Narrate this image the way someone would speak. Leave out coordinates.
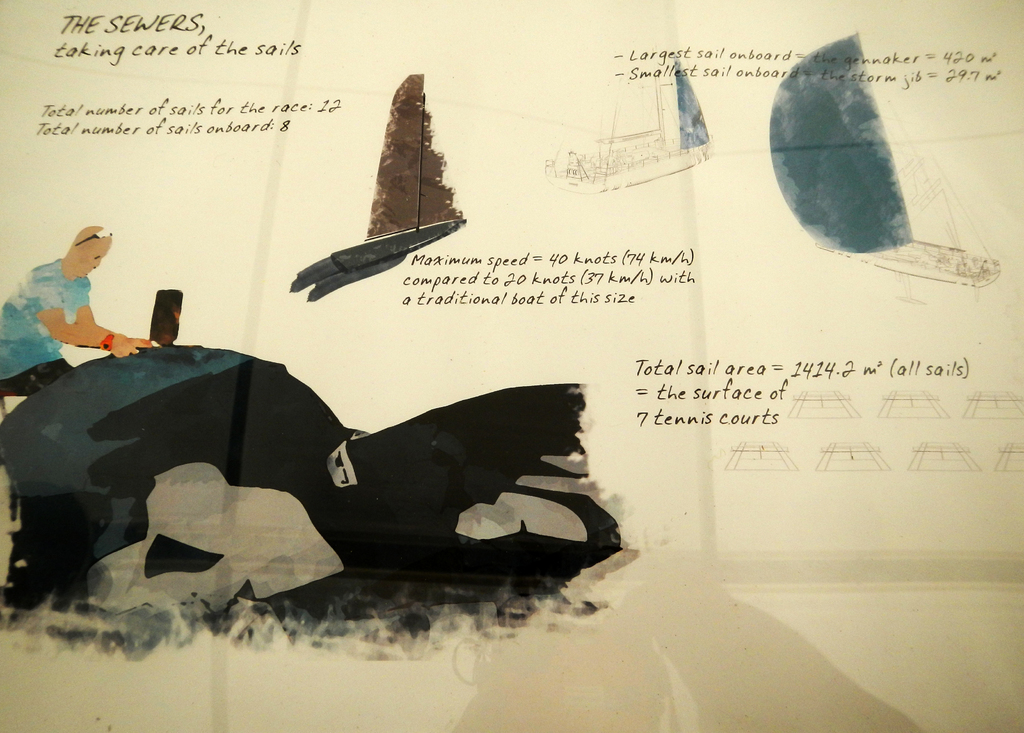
This is a poster, in this picture we can see a person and boats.
